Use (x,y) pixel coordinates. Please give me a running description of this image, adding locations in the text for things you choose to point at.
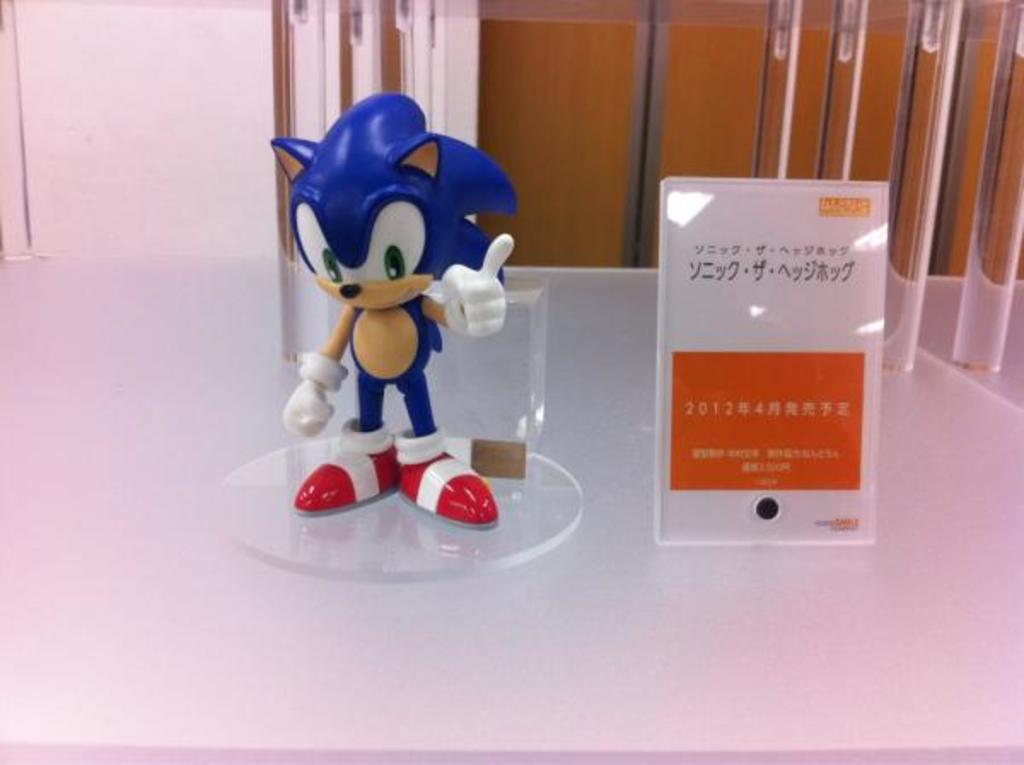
In this image I can see a toy (461,186) and I can see a glass board (701,376) and the toy (378,498) is kept on glass (320,549).
